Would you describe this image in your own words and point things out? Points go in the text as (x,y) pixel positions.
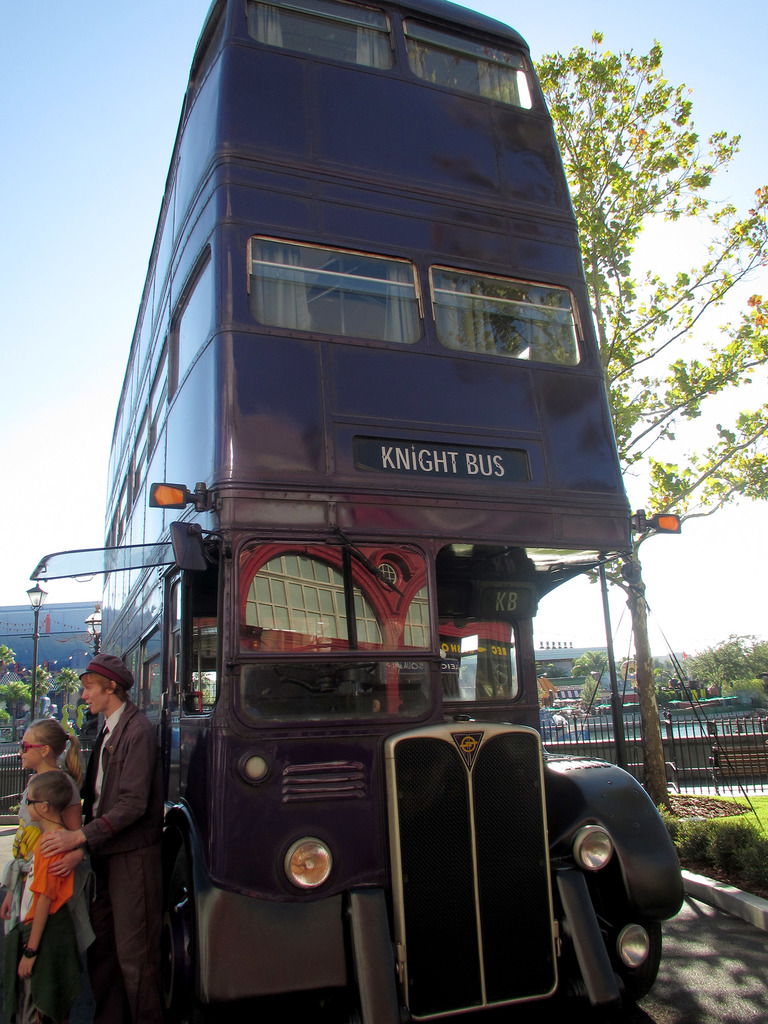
In the image I can see a vehicle (398,648) and people (147,826). In the background (657,739) I can see fence (609,753), buildings (21,615), trees (642,707), the grass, the sky (674,584) and some other objects (703,682).
